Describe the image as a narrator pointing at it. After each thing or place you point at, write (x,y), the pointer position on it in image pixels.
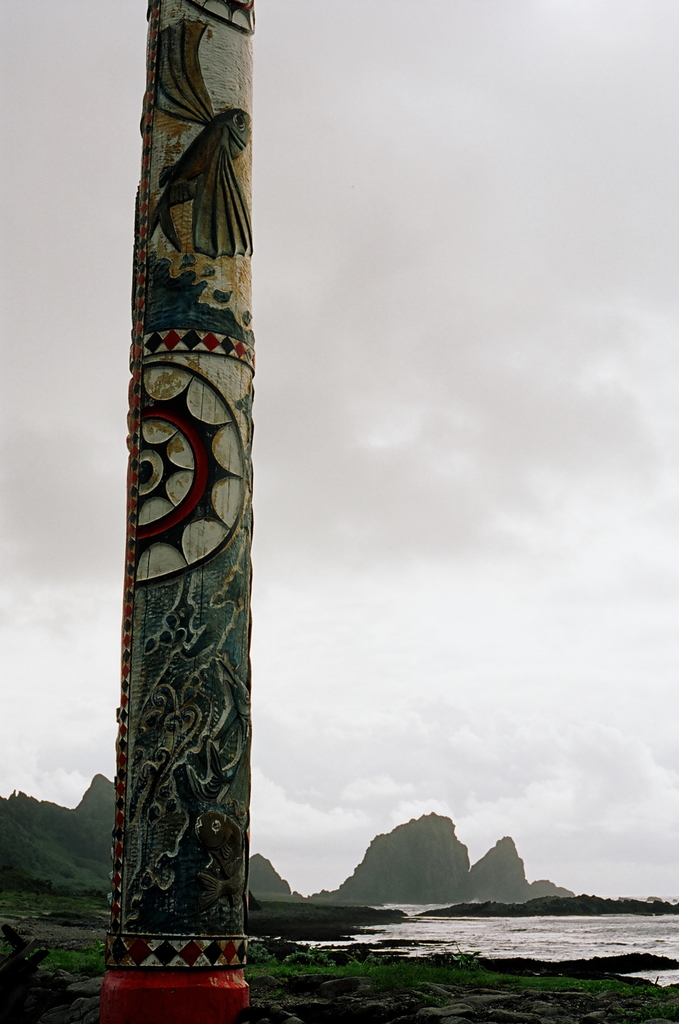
In this image there is a pillar (208,705). In the right (587,944) there is a water body (515,940). In the background (285,888) there are hills (386,847), trees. The sky (446,683) is cloudy.
